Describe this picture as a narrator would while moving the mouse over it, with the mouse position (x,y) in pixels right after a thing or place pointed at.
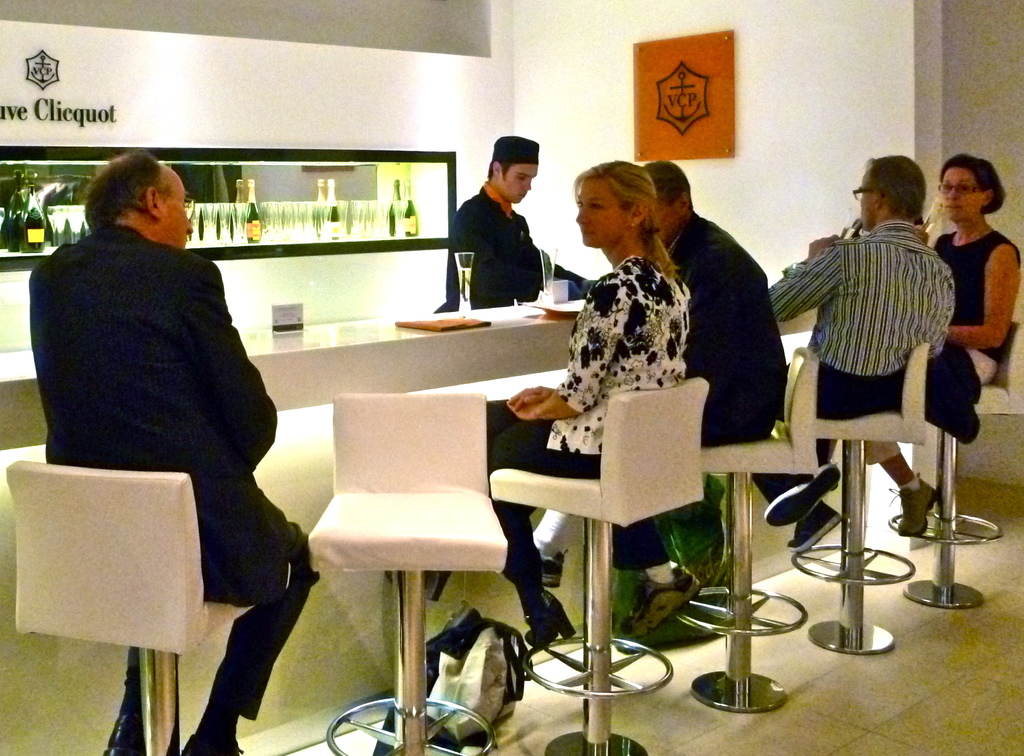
In this image I see 3 men (810,505) and 2 women (592,180) who are sitting on chairs (802,353) and there is a table (1,419) in front of them on which there are two glasses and I can also see a man (471,221) over here. In the background (3,233) I see number of glasses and bottles (18,239) and on the wall (187,39) I see few words (66,122) written.
